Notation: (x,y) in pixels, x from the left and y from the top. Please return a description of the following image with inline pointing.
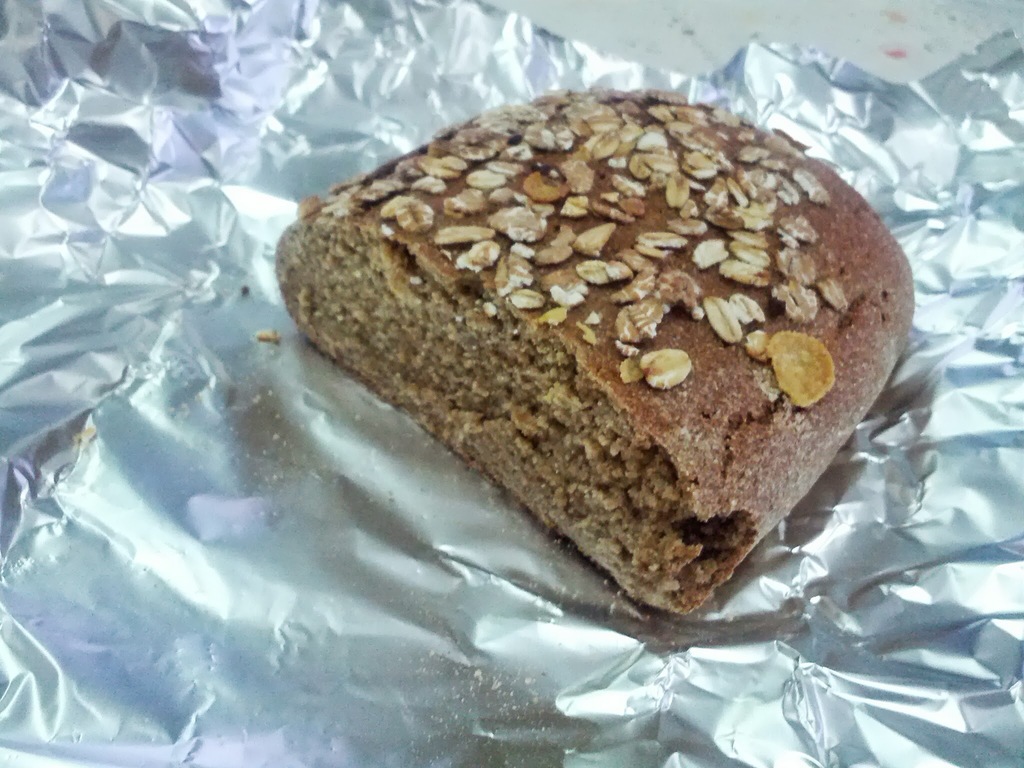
This image consists of a bread (493,425) kept in a silver foil (394,417).
